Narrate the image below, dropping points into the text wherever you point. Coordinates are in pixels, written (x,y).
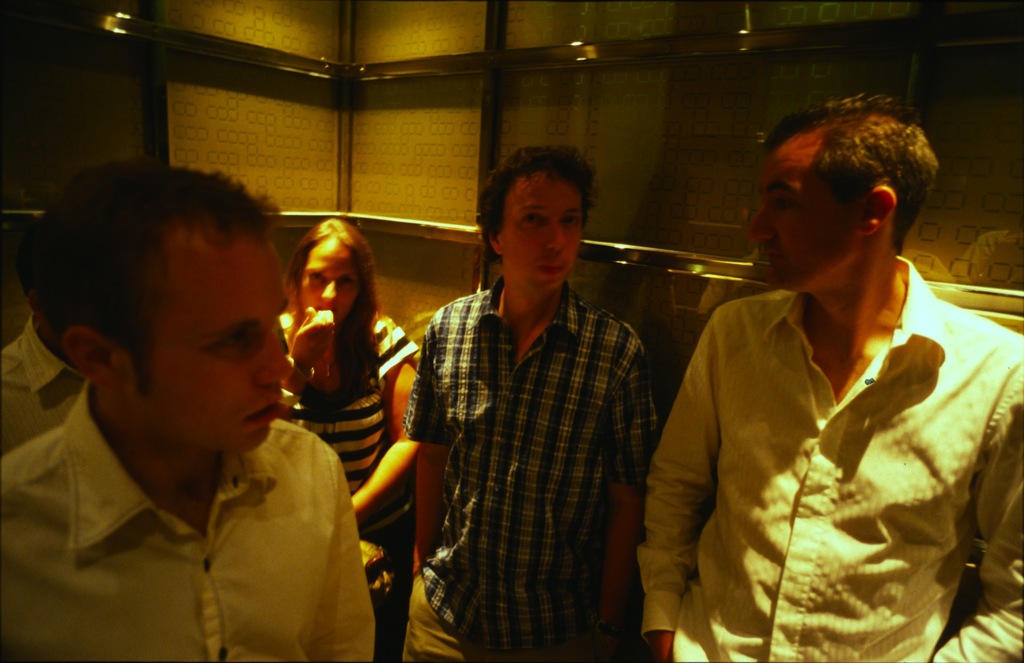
In this image I can see few persons (549,402) are standing. In the background (241,125) I can see two walls (249,138).
